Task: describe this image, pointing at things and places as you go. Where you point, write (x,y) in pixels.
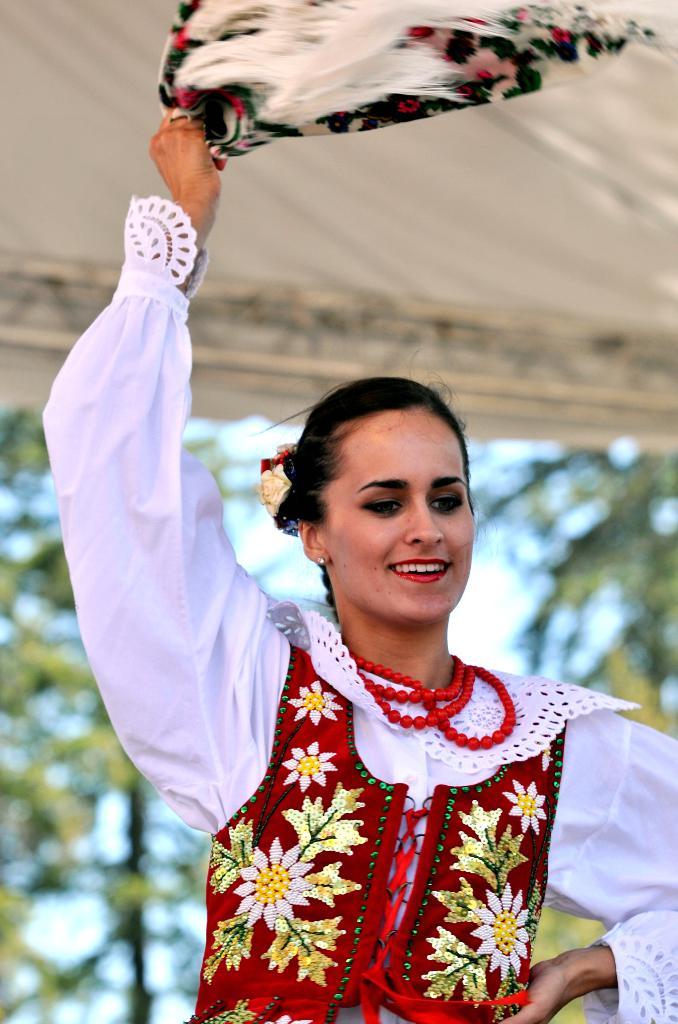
In this picture we can observe a woman (383,632) wearing a white and red color dress (333,799). She is smiling. She is holding a cloth (285,71) in her hand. In the background (44,711) we can observe trees (94,755) and a sky (483,619).
